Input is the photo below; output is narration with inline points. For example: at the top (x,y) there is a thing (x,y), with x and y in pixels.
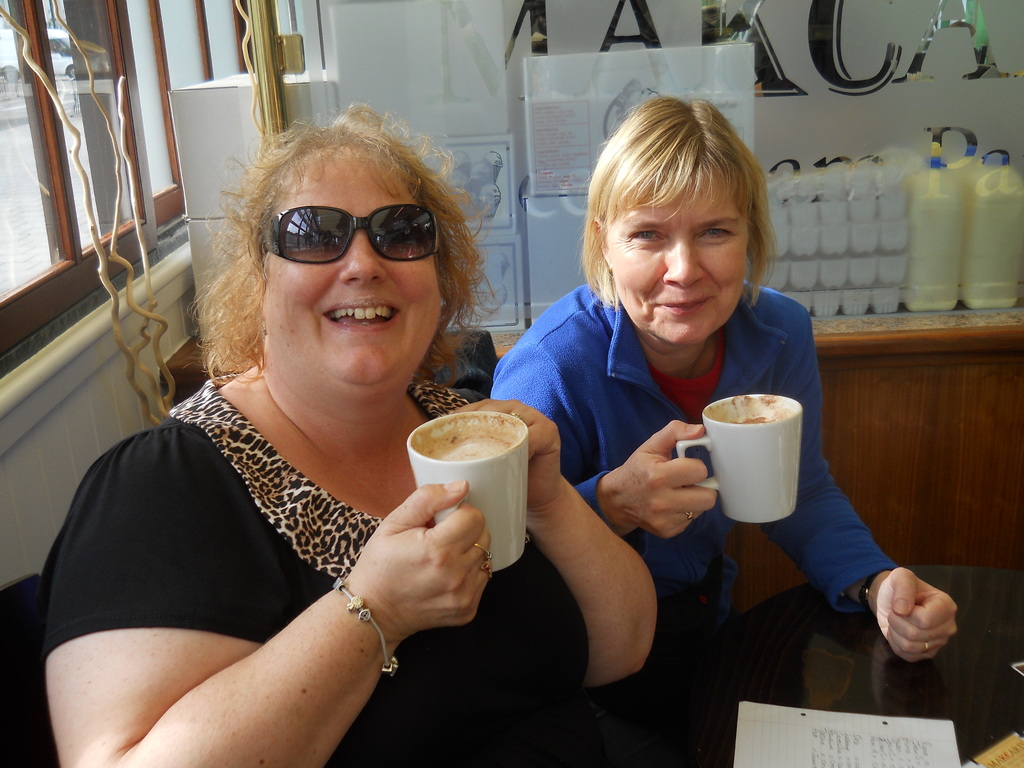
In this picture we can see two women (415,298) holding cups (717,407) in their hands (548,460). There is liquid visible in these cups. We can see some text (915,747) on a white paper (772,718) and a few objects (1010,748) are visible on the table (977,735). There are a few boxes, cans (1001,177), decorative objects (147,320) and other objects (540,82). We can see a few glass objects (8,175). Some text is visible on a white surface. Through these glass objects (14,132), we can see a car (65,39) in the background (51,29).
